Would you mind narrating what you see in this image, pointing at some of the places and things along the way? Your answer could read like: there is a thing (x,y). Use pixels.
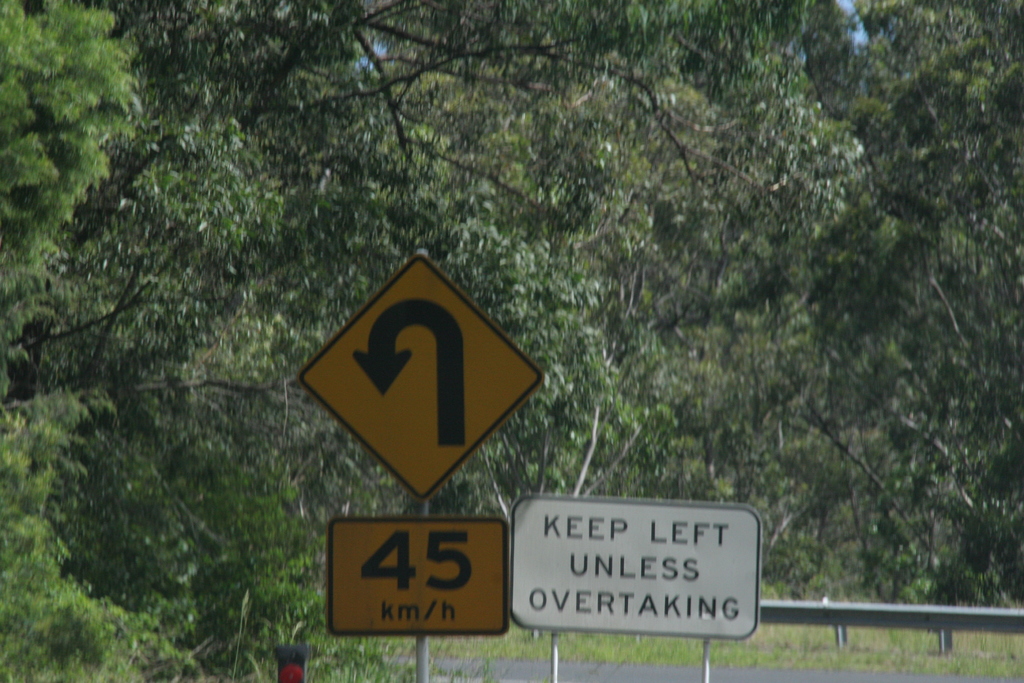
In this picture I can see the sign boards (679,522) which showing the speed limit and turning. In the bottom right corner (904,674) I can see the road (834,672) and road fencing (848,619). In the background (572,366) I can see many trees (732,433), plants (840,553) and grass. In the top right (854,16) I can see the sky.
